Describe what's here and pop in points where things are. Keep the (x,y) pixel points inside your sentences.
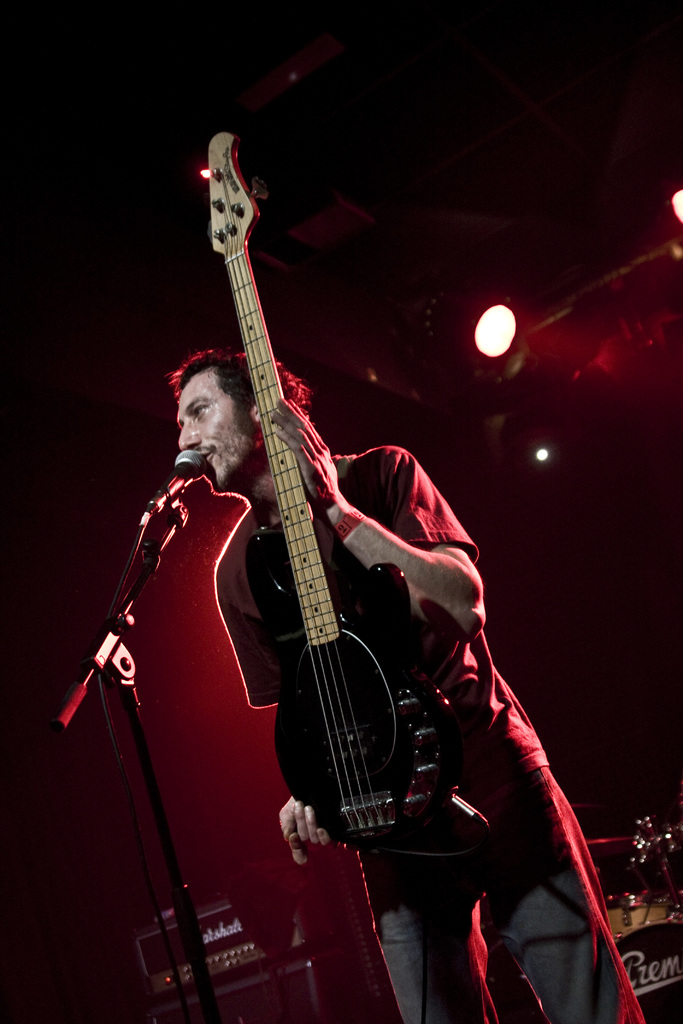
In the image in the center (442,563), we can see one person (469,546) standing and holding a guitar (327,743). In front of him, there is a microphone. In the background (162,974) there is a light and a few musical instruments (238,1018).
